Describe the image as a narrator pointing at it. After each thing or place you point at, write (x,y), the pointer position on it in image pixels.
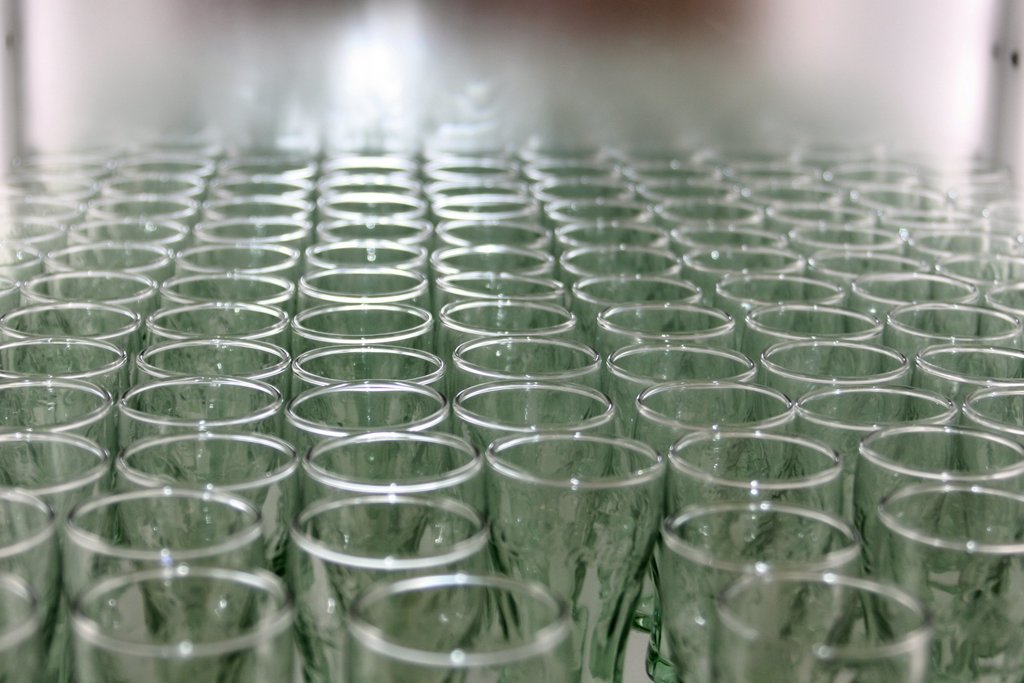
In this image I can see many glasses (486,489).
